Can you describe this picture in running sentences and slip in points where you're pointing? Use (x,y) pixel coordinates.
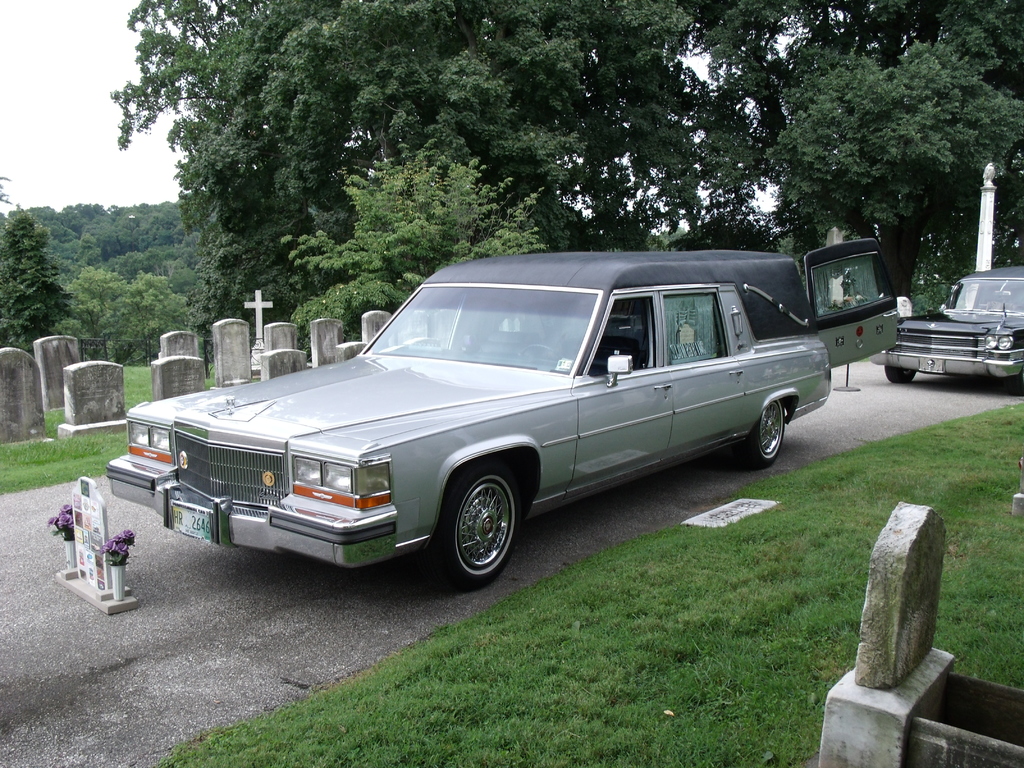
There is a road (176,598). On the road (884,392) there are vehicles (800,343). On the ground (57,459) there is grass (538,696). Also there are graves (34,365). In the background (450,235) there are trees (285,182) and sky (116,115). In front of the car (152,499) there is something on the road (70,590) with vases (116,578) and flowers (72,526).
